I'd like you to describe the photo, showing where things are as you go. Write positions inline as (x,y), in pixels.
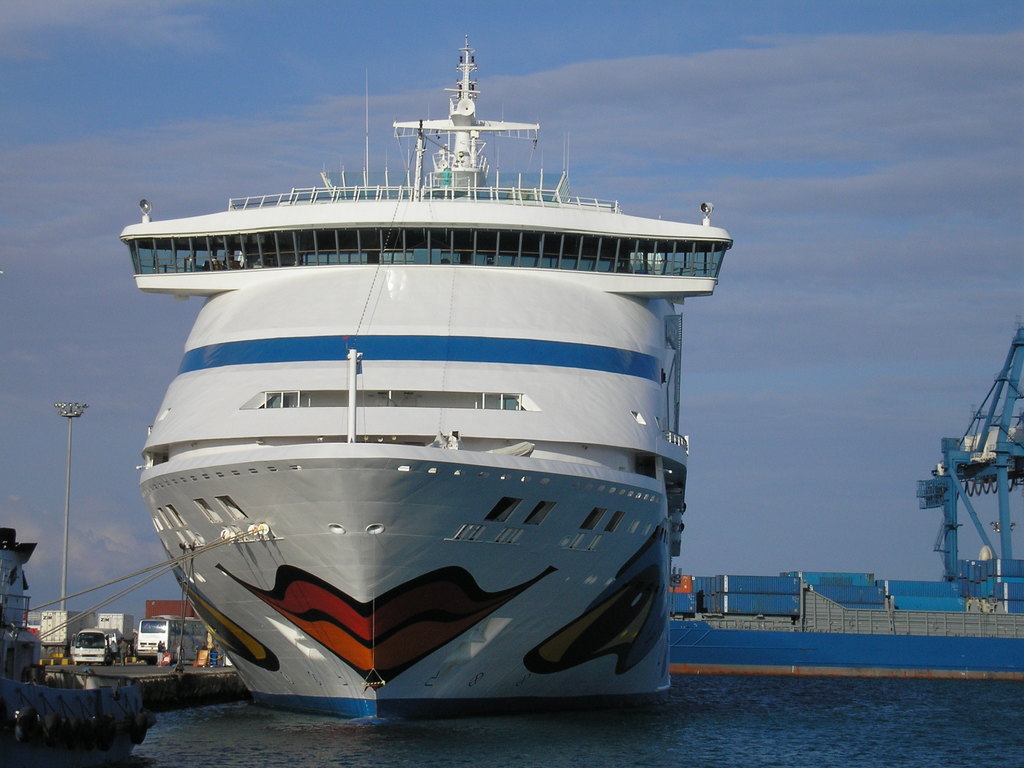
In this picture I can see a ship (466,453) on the water (441,721). In the background (110,594) I can see the sky (732,307). On the right side (780,578) I can see containers (881,595). On the left side (92,659) I can see vehicles (78,643) and other objects (101,621) on the ground (98,664).
